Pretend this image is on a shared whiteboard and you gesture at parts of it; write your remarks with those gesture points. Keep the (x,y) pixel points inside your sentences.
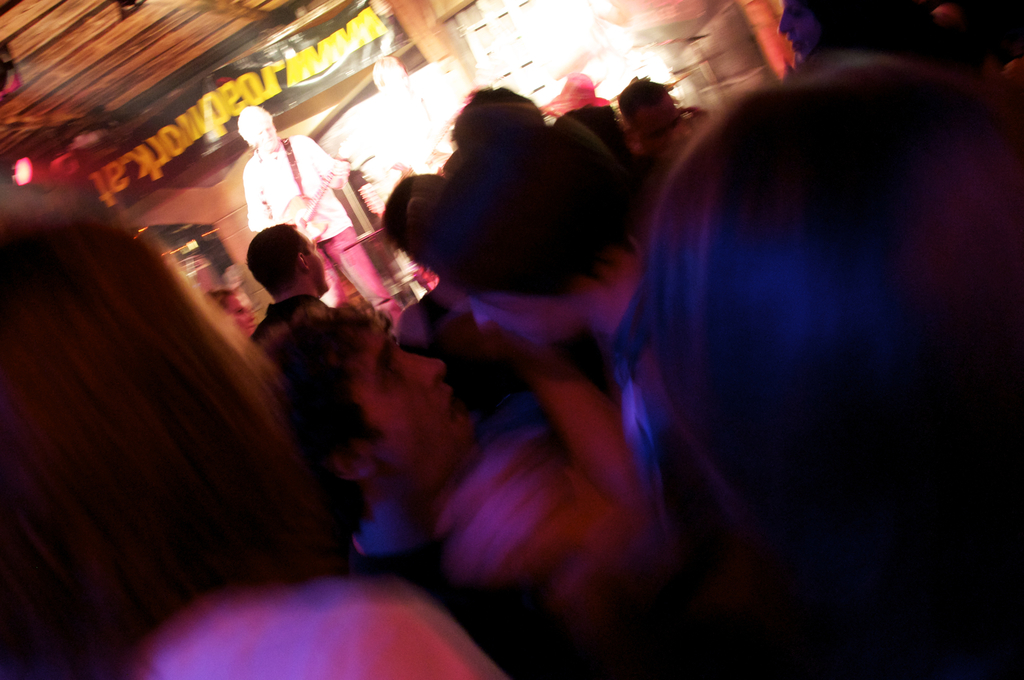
In this image, we can see a group of people (416,526). Here a person (307,191) is holding a guitar (322,196). Background (172,151) we can see a banner (169,167), some objects (447,91).
